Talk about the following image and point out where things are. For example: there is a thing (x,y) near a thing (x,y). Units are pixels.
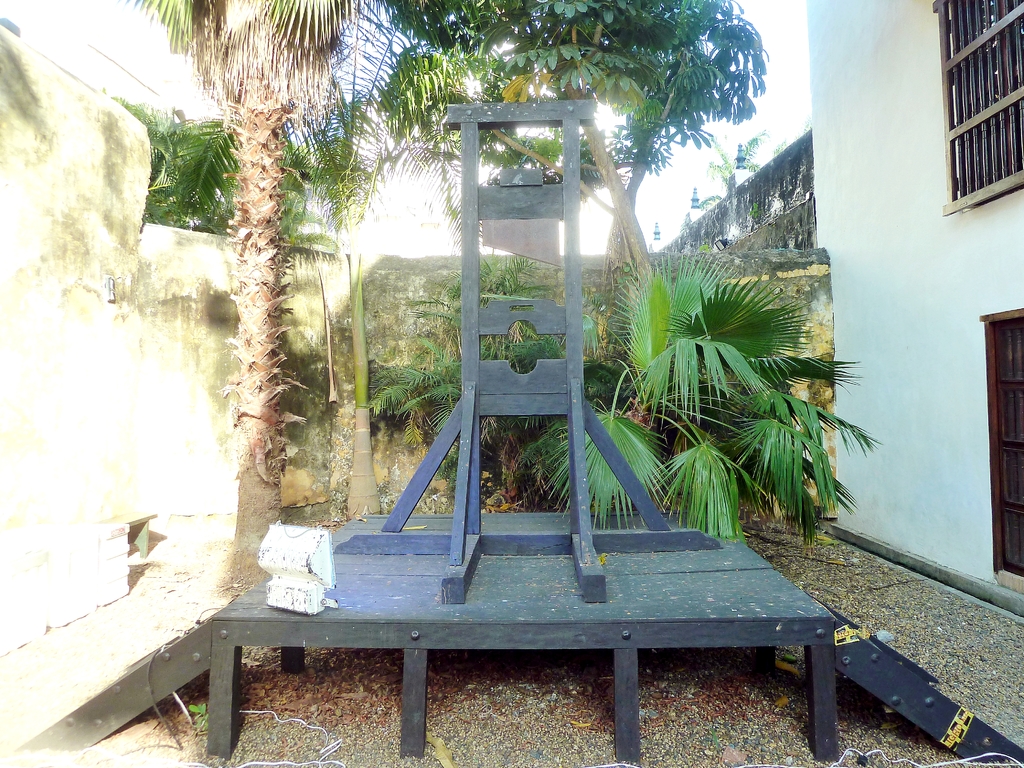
In this picture I can see there is a guillotine (511,210) and there are plants (698,344), trees (487,69) and a wall (416,319). There is a building (896,254), it has windows (958,127) at right side (914,327) and the sky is clear.
